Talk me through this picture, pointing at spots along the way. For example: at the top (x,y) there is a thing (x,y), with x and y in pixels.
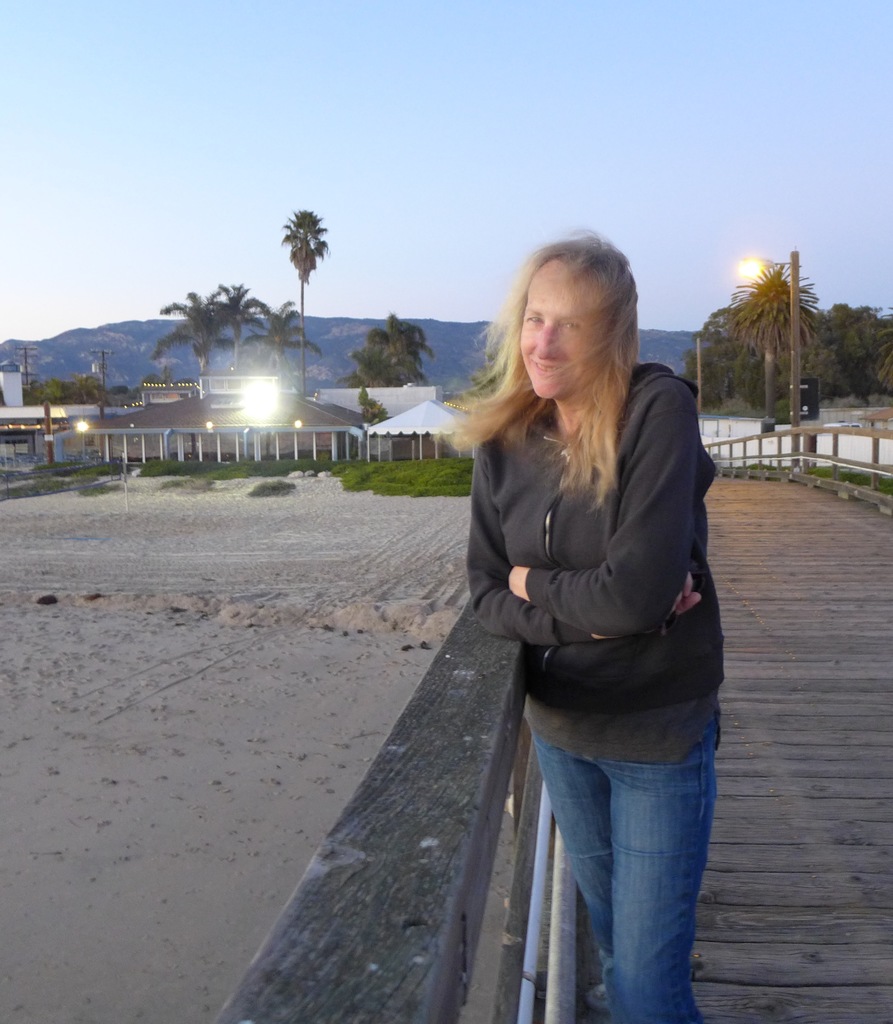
In this picture we can see a woman (626,496) standing on the floor (751,702), fences (862,432) and the ground (266,710). In the background (130,464) we can see the grass (402,464), tent (390,433), buildings (223,388), trees (759,365), poles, lights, mountains (323,367) and the sky (473,139).
